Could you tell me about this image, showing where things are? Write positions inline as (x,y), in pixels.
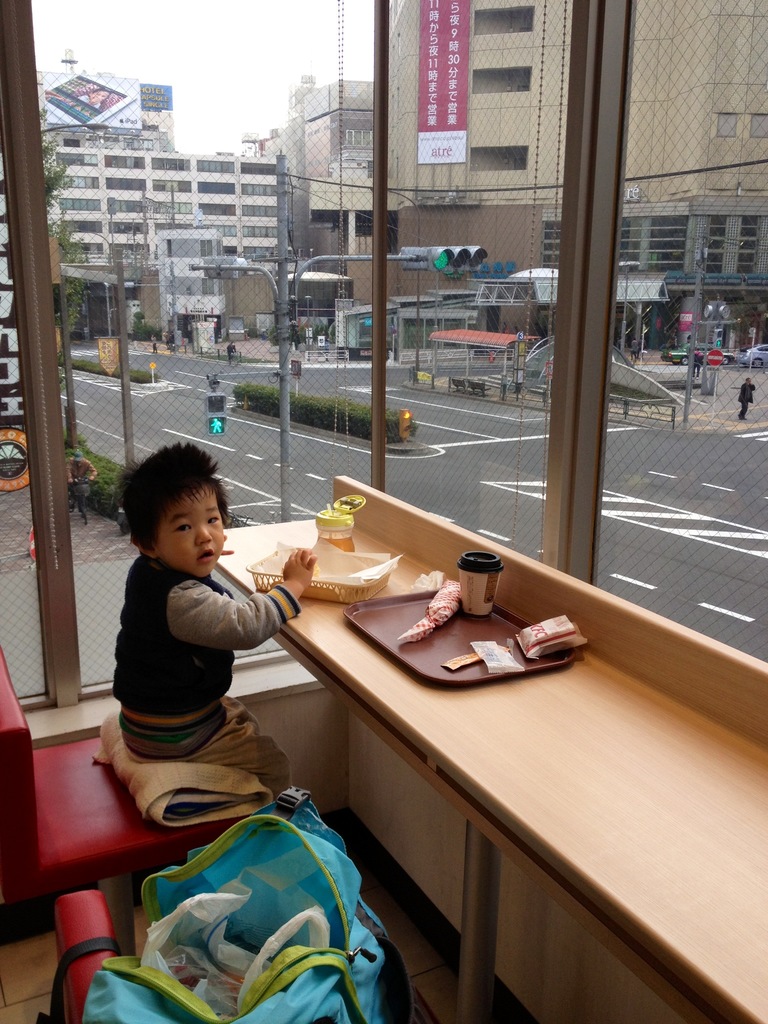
In the center (305,589) we can see one baby (206,601) sitting on the chair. In front (637,777) there is a table (457,754), on table (424,698) we can see glass (477,604), paper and food item (532,636). In front (360,974) there is a backpack (313,948). In the background (338,162) we can see sky (230,21) with clouds (259,18), building (502,84), traffic light (438,259), road (338,455), plant (322,411), sign board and vehicles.
